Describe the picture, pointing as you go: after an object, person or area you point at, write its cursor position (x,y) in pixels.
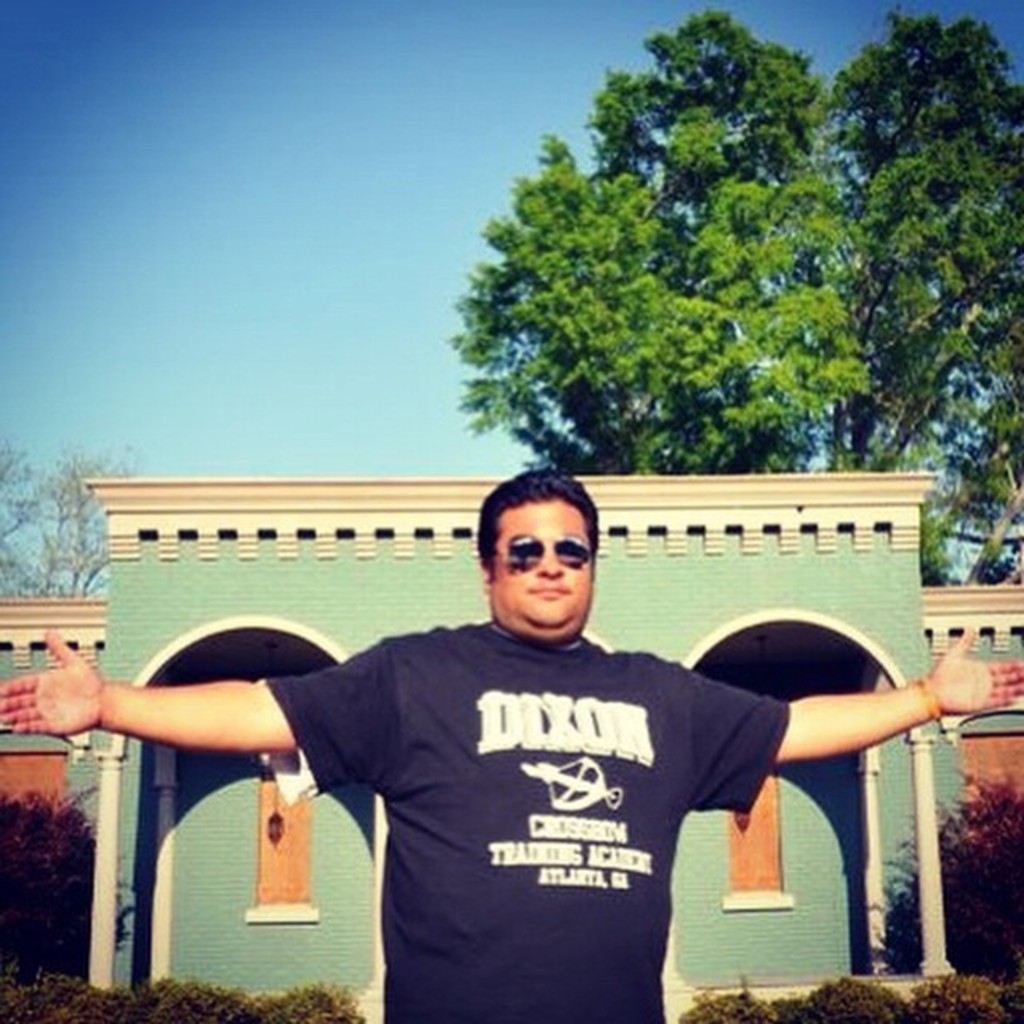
In this image we can see a person (532,601) standing and stretching his hands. In the background (784,799), we can see a building (110,739) such as a house (796,980). And we can see the plants (318,1009) and trees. At the top (194,199) we can see the sky (194,199).
